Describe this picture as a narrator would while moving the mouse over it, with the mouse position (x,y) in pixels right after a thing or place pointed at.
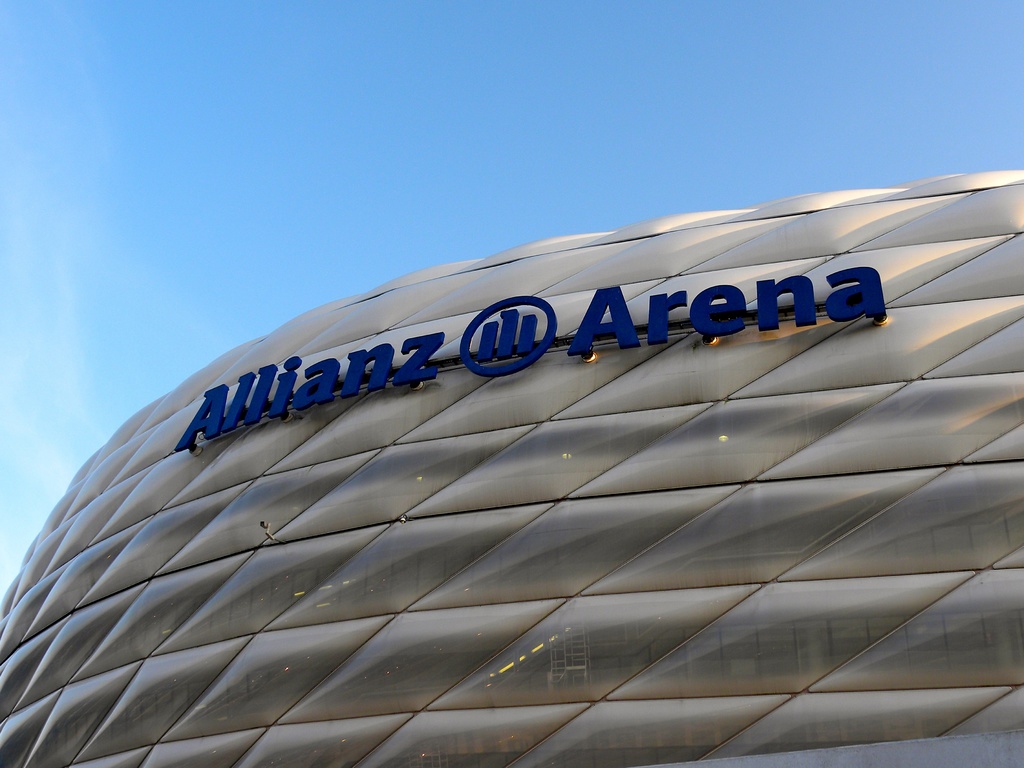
In the center (654,303), there is a blue color hoarding (198,427) attached to the glass windows (125,445) of a building (677,335). In the background (118,59), there is the blue sky (382,111).
